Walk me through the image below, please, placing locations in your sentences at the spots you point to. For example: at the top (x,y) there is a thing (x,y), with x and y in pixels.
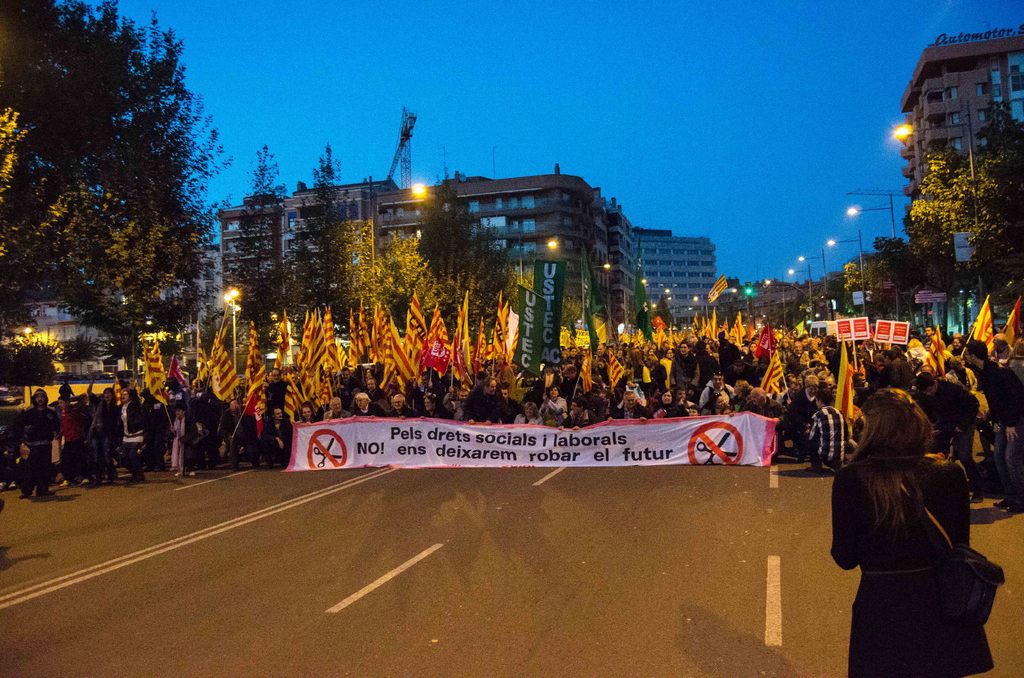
In this image I can see a group of people (961,355) are holding flags (404,340), banners (550,293) and few boards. Back I can see few buildings (591,249), light poles (863,309) and trees (62,112). The sky (712,100) is in blue color.
